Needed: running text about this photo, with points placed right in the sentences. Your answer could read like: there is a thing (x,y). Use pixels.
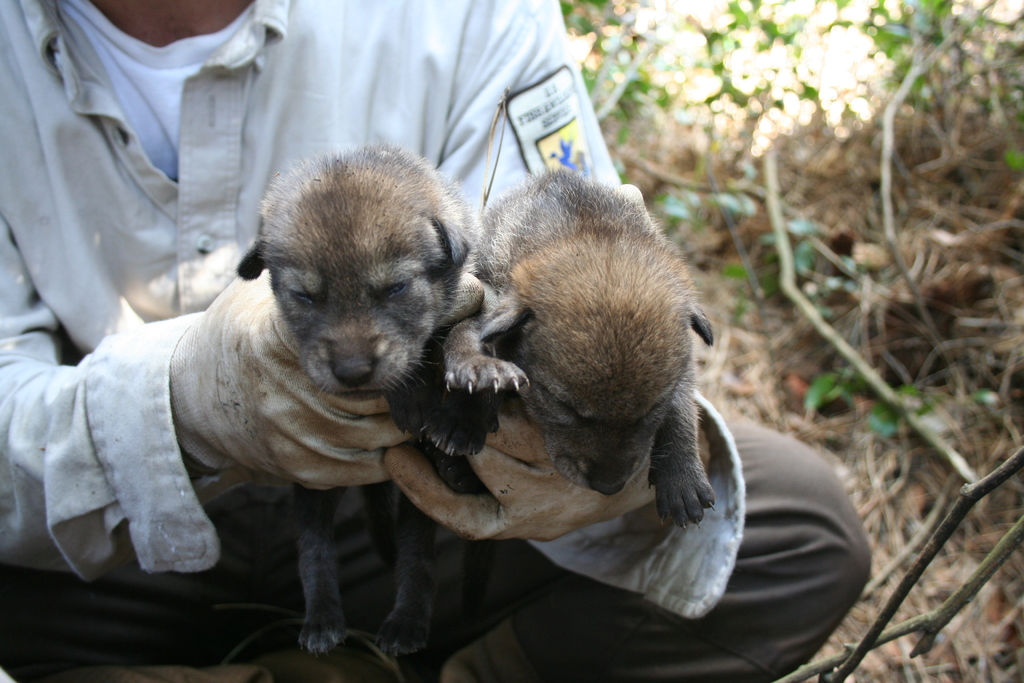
In this image there is a person (541,486) holding animals (353,374) in his hand (508,421) and in the background (748,159) there are plants (774,186) and there is dry grass (890,383).
